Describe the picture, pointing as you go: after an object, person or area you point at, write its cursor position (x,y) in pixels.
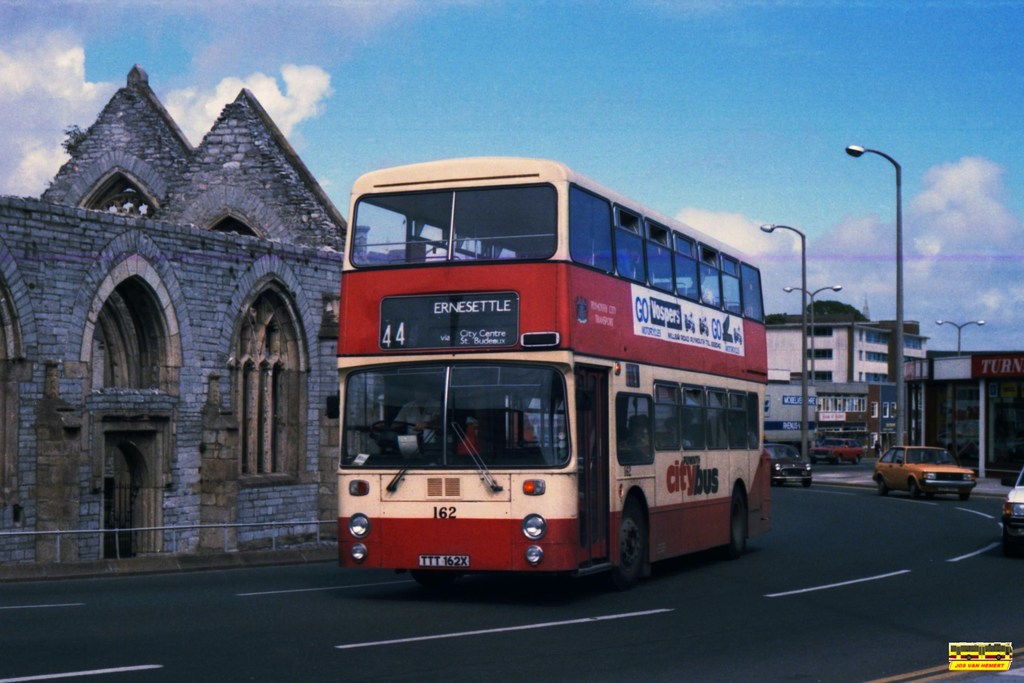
In this picture we can see vehicles (923,484) on the road (643,641), light poles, buildings (873,413) and rods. In the background of the image (582,117) we can see the sky (595,93) with clouds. In the bottom right side of the image (968,648) we can see logo (983,651).
